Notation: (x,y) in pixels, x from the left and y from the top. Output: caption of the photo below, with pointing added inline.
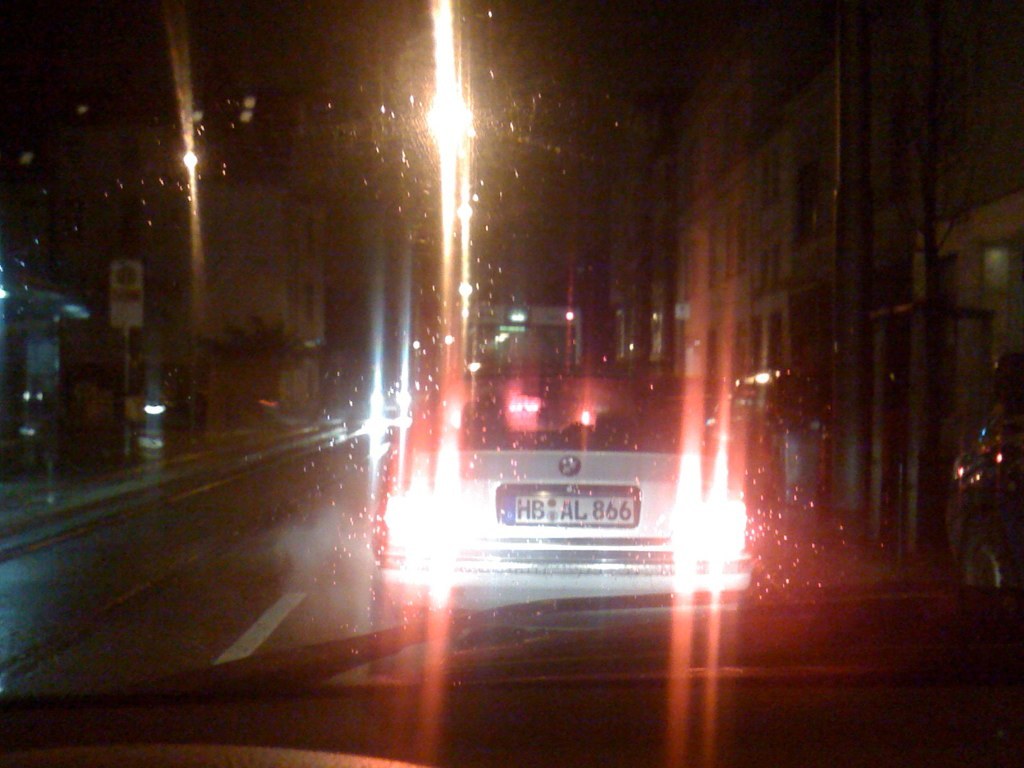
In this picture there is a car (479,434) running on the road (353,588). At the bottom (213,764) we can see the car's dashboard (339,732), beside that we can see water drops (376,563) on the glass (665,392). On the right (959,262) and left side (279,282) we can see the buildings (969,289). On the left (131,269) there is a sign board (113,301) and poles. At the top (570,111) we can see the darkness (602,96).
